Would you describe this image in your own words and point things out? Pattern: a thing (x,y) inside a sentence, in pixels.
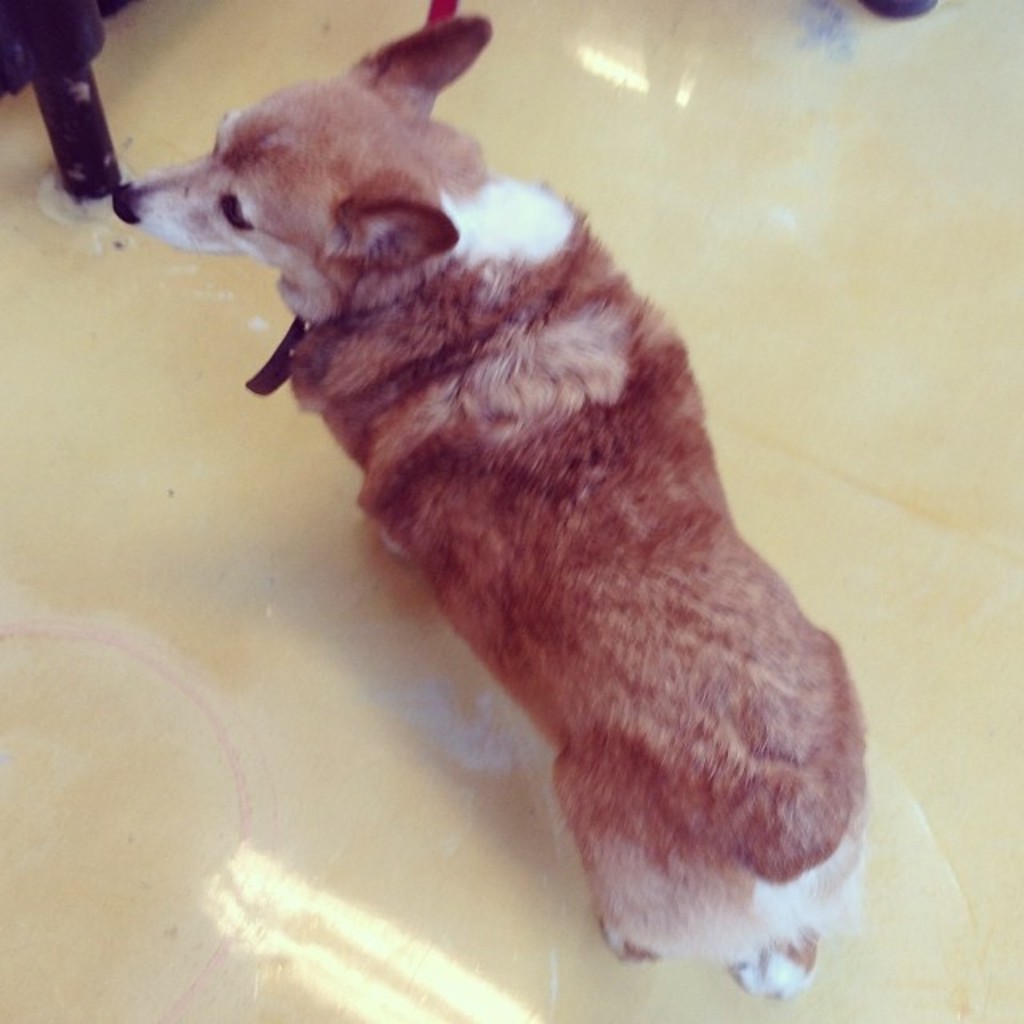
In this image we can see a dog (434,518) standing on the floor (566,158).
